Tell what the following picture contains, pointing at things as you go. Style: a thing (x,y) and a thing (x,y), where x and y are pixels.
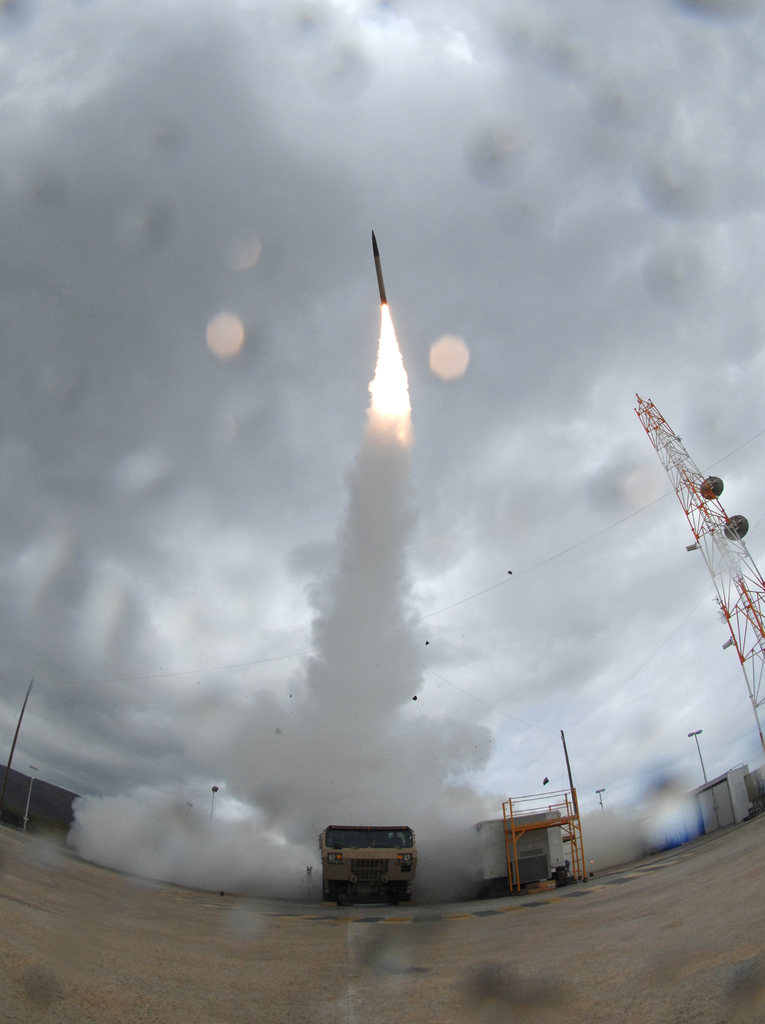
There is a vehicle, metal structure (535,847), poles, it seems like stores (731,799), shed (553,829) and smoke (256,784) in the foreground area (169,806), there is a rocket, fire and the sky (290,343) in the background (290,343).
